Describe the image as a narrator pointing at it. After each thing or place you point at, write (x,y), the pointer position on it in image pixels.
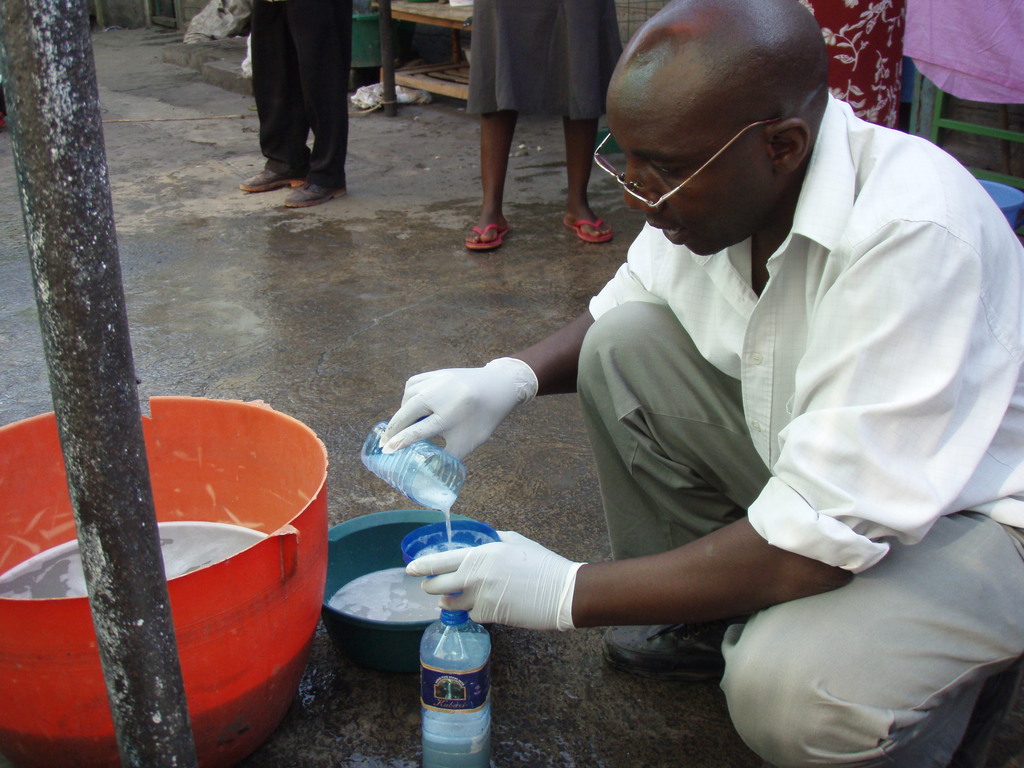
In this image I can see person (495,410) holding something. We can see bottle (436,709) and tubs (362,635). He is wearing white color gloves (448,581) and white and ash color dress (906,381). Back Side I can see few people (580,83) standing and some objects (362,22) are on the floor (394,283).
